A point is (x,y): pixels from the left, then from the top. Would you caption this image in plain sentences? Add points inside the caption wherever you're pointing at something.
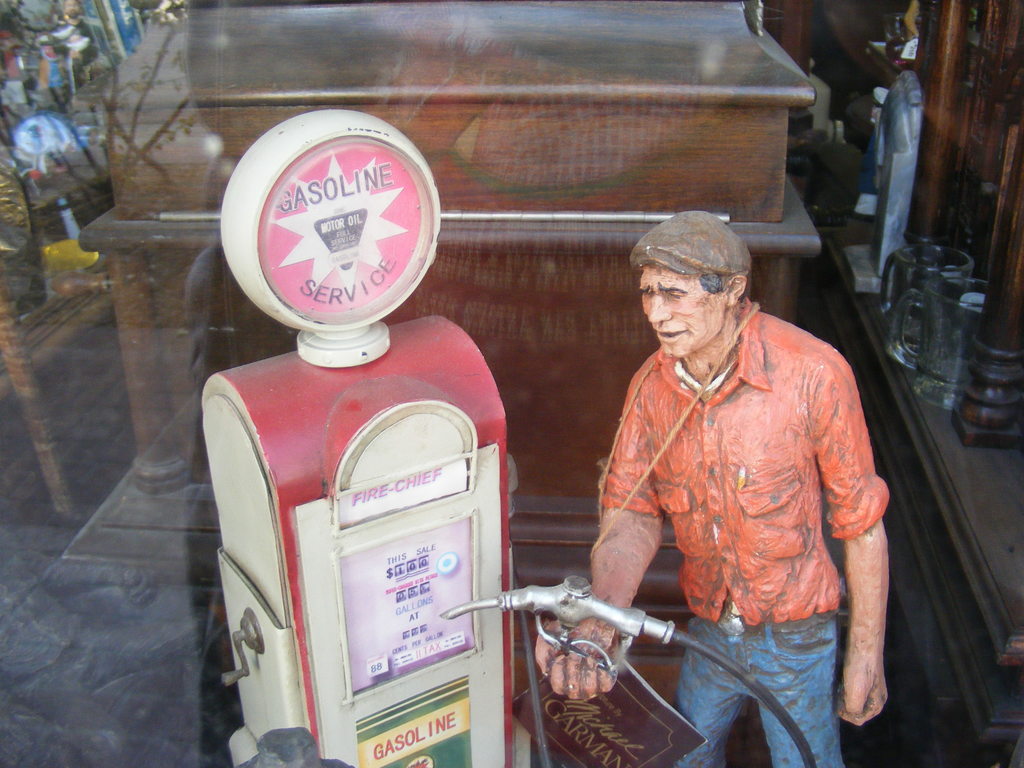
In this picture I can see the statue (773,444) of a man (774,390) which is placed near to the dummy petrol machine (415,582). In the back (542,301) I can see the wooden tables (599,178). On the right (957,294) I can see some jars (953,387) and jugs (957,294) which are kept on the wooden rack (933,479). On the left (185,104) I can see the glass partition (7,103).
